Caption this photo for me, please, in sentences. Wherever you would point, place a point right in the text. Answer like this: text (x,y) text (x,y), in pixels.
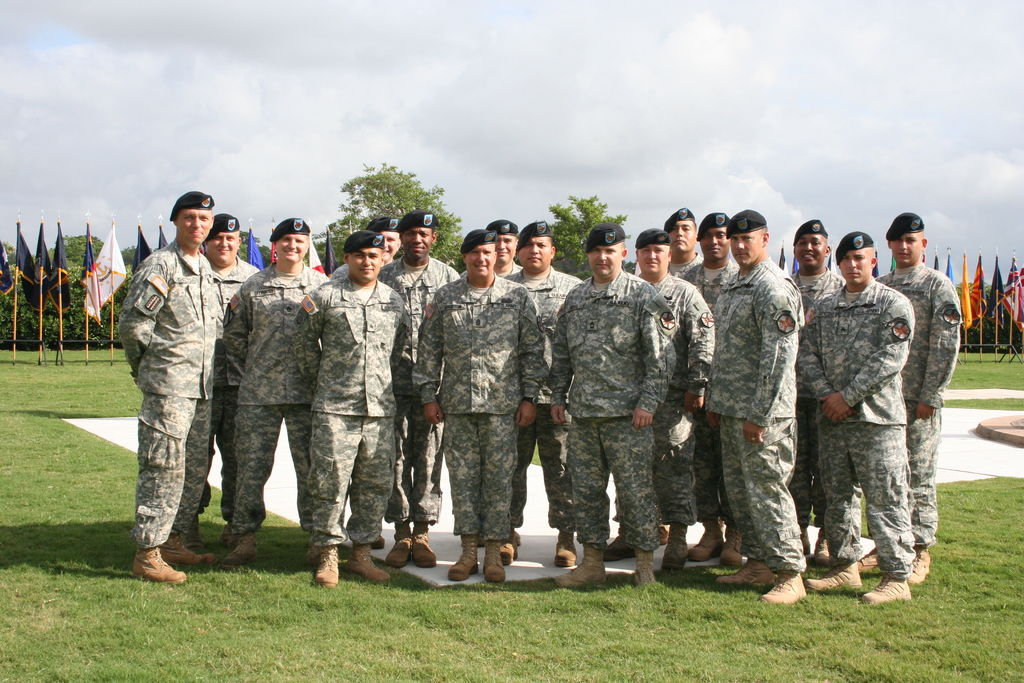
In this image we can see a group of people (288,373) standing wearing a soldier costume (722,267). And in the bottom (324,624) we can see the grass (220,620). And on the left side (60,275), we can see the flags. and behind we can see trees (413,205). And clouds (556,96) in the sky (567,100).
